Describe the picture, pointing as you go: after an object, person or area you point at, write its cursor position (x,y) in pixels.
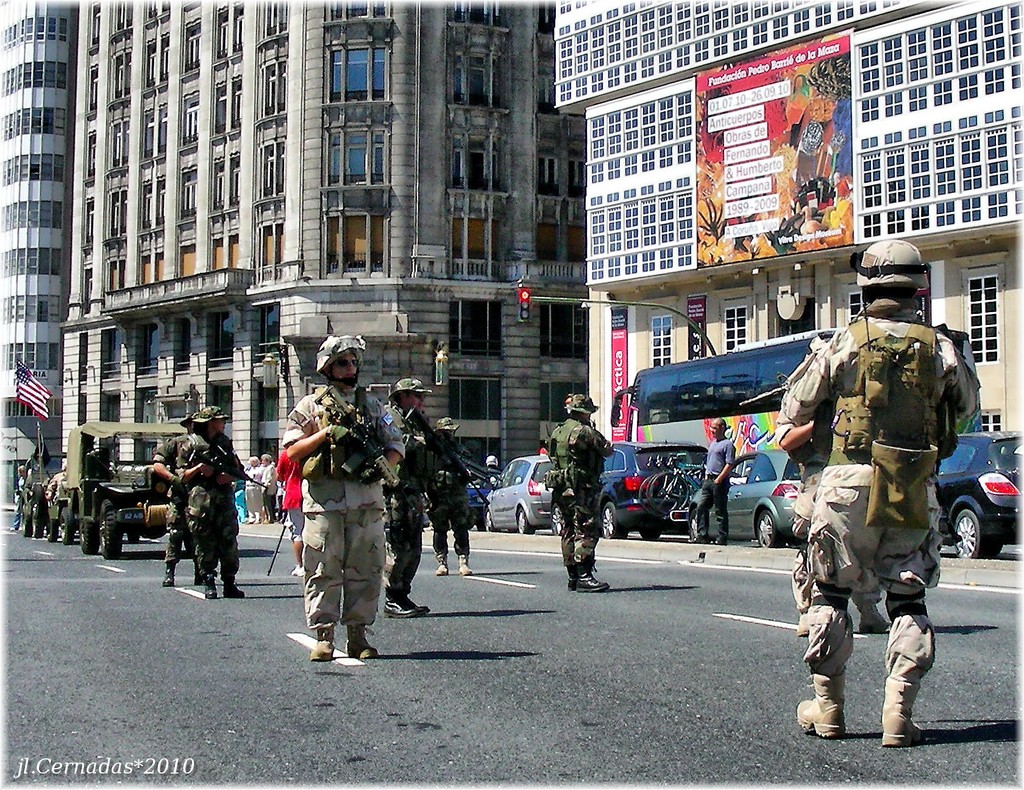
In this image we can see a few people (403,474), military officers (344,498) are standing on the road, some of them are holding guns (434,443), we can see some vehicles (617,462), buildings (586,177), windows (147,267), pole (620,304), lights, traffic lights (521,302), board (766,126) with some text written on it.
